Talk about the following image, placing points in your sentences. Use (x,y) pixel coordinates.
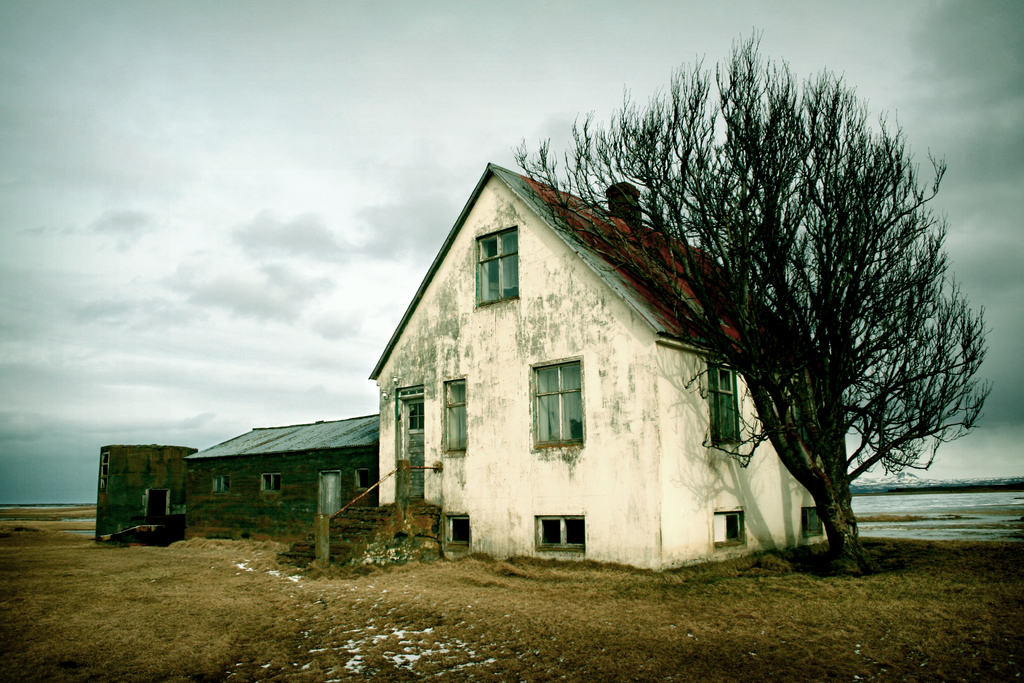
In the center of the image (612,326) there are buildings (625,427) and we can see a tree (782,322). Behind the building (685,474) there is water (953,502). At the bottom of the image (305,616) there is grass (170,623) on the surface (167,582). In the background of the image (347,126) there is sky (304,107).
